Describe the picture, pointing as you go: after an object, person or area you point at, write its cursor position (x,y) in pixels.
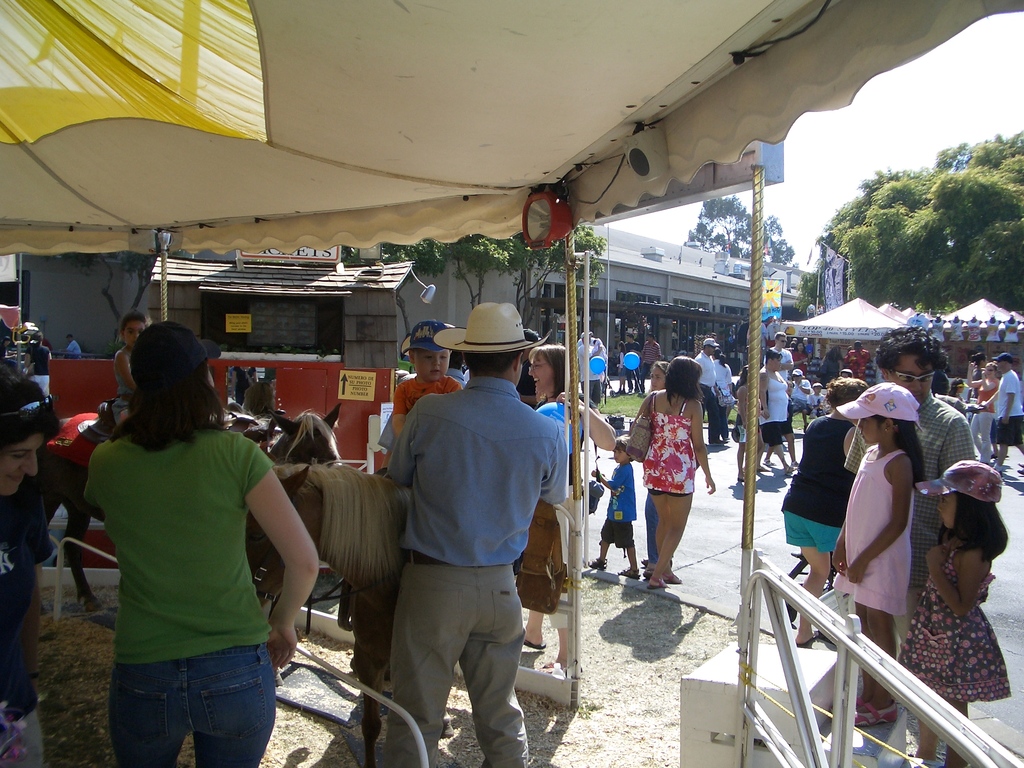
In this image I see number of people (857,358) and I see number of stalls (93,177) and I see the trees (601,264) and I see something is written over here and I see the ground (595,675) and I see the horses (377,523) over here.
